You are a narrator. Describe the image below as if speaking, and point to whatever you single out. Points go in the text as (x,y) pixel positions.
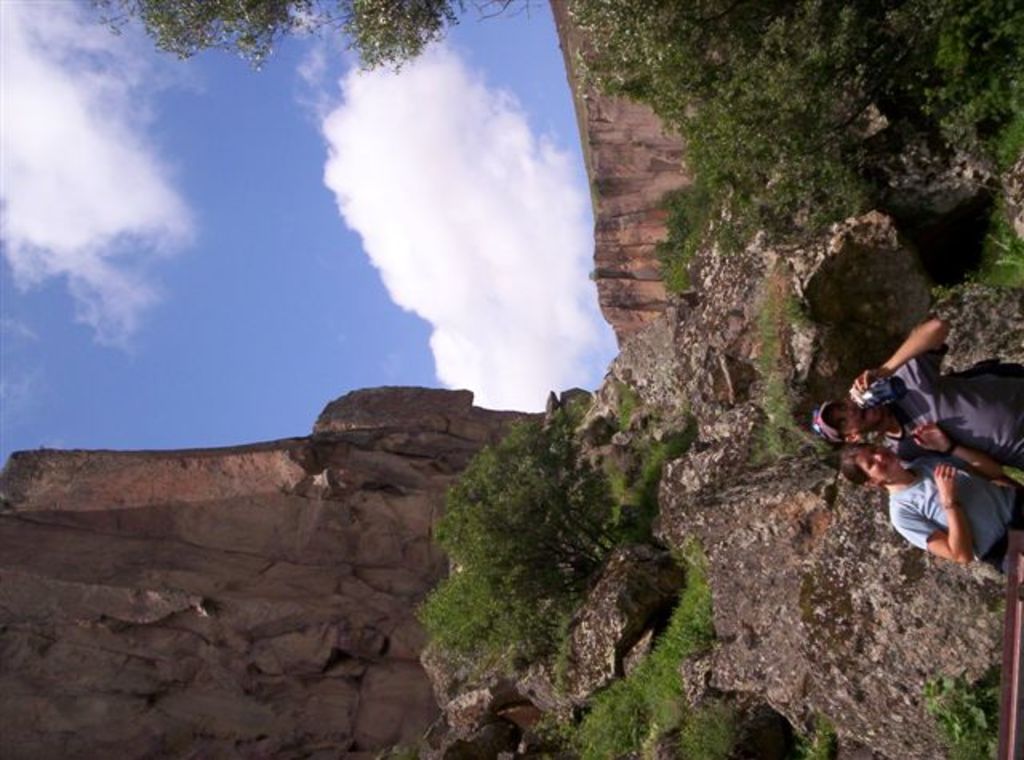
In this image I can see two persons (919,544). I can see few trees (687,45). There is a mountain (321,708). I can see clouds (457,143) in the sky (371,326).
